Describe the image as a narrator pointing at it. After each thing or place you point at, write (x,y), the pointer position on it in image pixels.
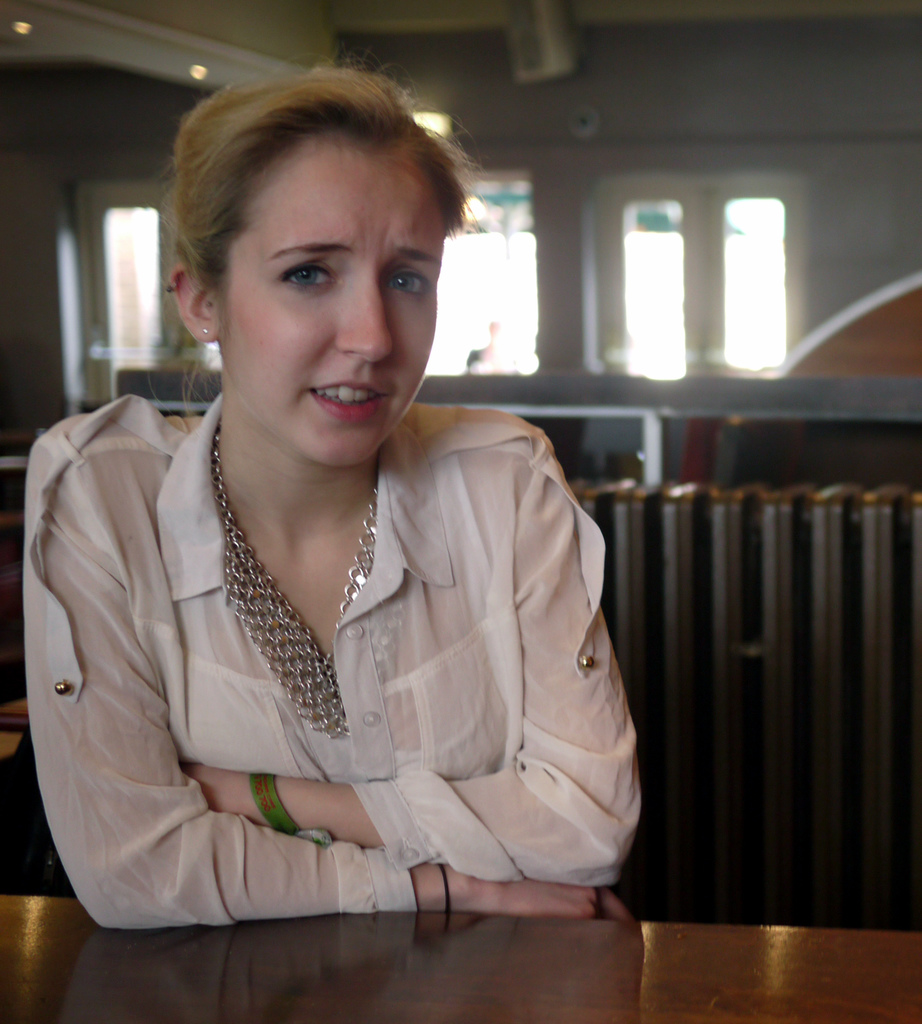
As we can see in the image in the front (296,527) there is a woman (289,487) wearing white color dress (253,827). In the background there is a wall (870,270) and windows (696,354).
